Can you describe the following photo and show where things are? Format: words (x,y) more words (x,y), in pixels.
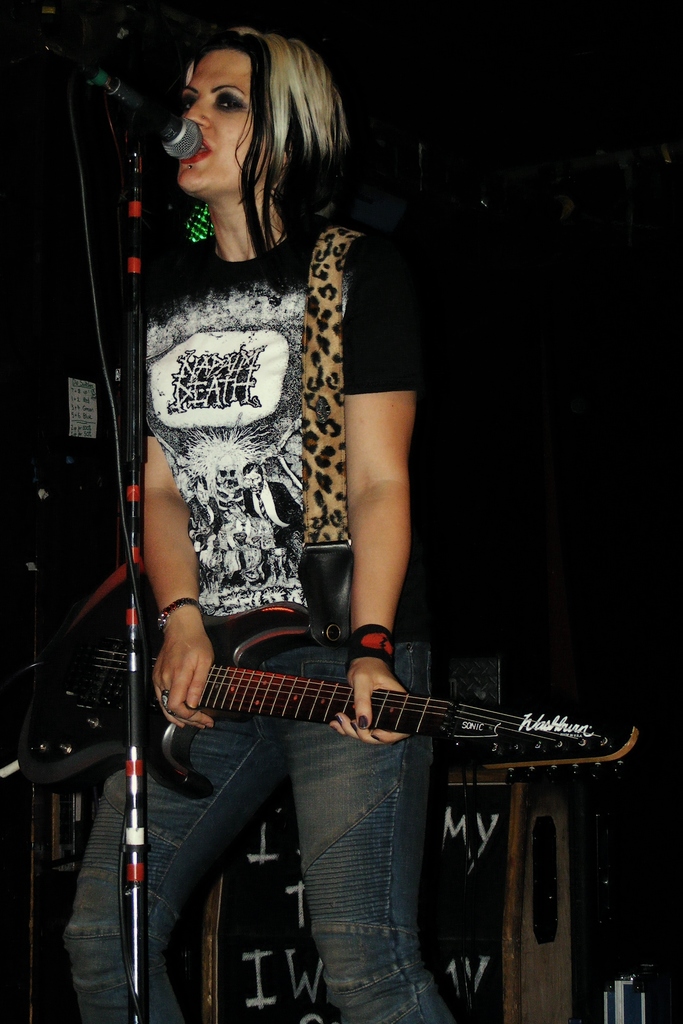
There is a woman (229,167) standing in the center (278,566). She is holding a guitar (73,766) in her hand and she is singing on a microphone (155,124).
